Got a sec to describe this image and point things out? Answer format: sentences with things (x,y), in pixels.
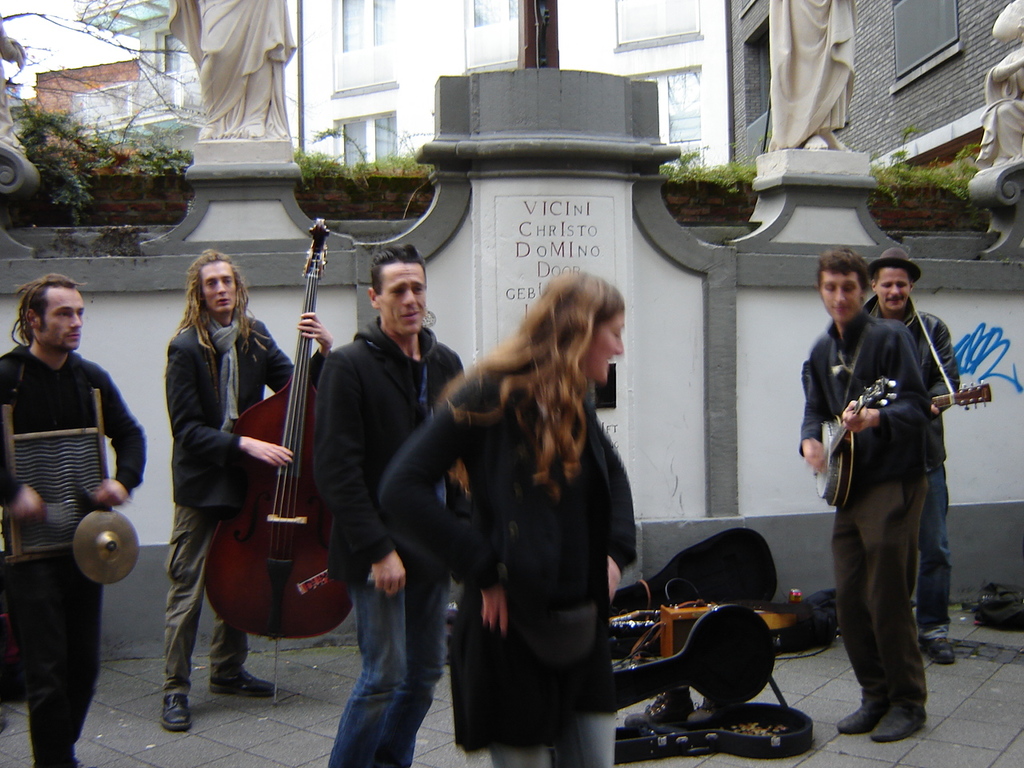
In this image, There are some people (906,503) standing and holding the music instruments (21,434) and in the background (667,403) there is a white color wall (551,231) and there are some statues (221,70) which are in white color.
